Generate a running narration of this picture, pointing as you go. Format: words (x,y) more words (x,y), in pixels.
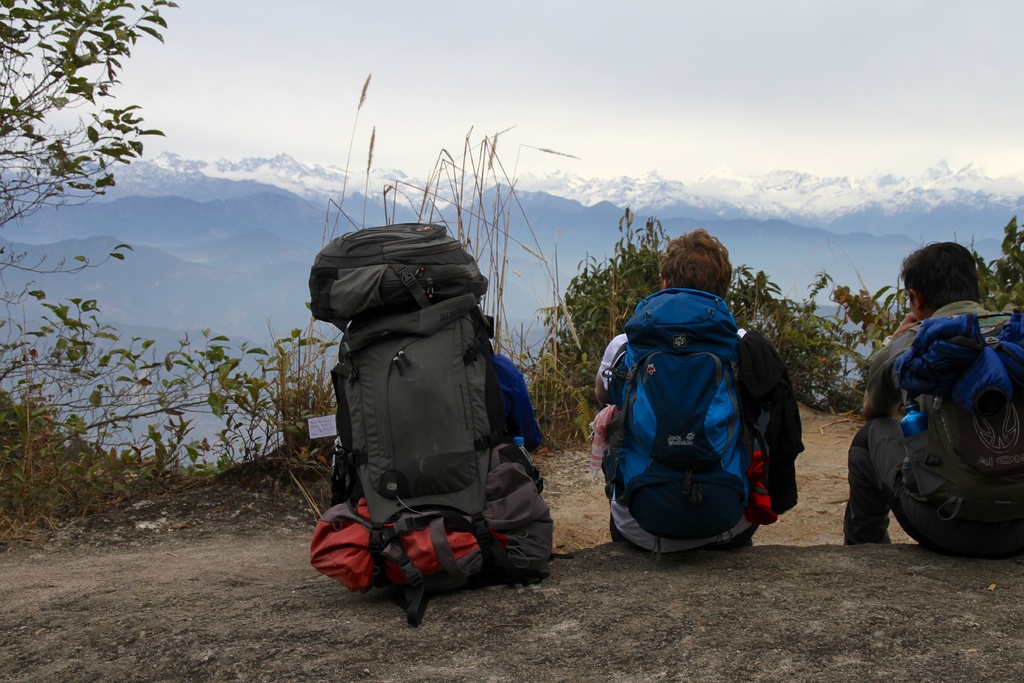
This is the image outside of the city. There are three persons (512,372) in the image. At the back (188,213) there are mountains (548,201), at the top (702,40) there is a sky (637,35) and at the left (68,395) there are plants (52,324).
